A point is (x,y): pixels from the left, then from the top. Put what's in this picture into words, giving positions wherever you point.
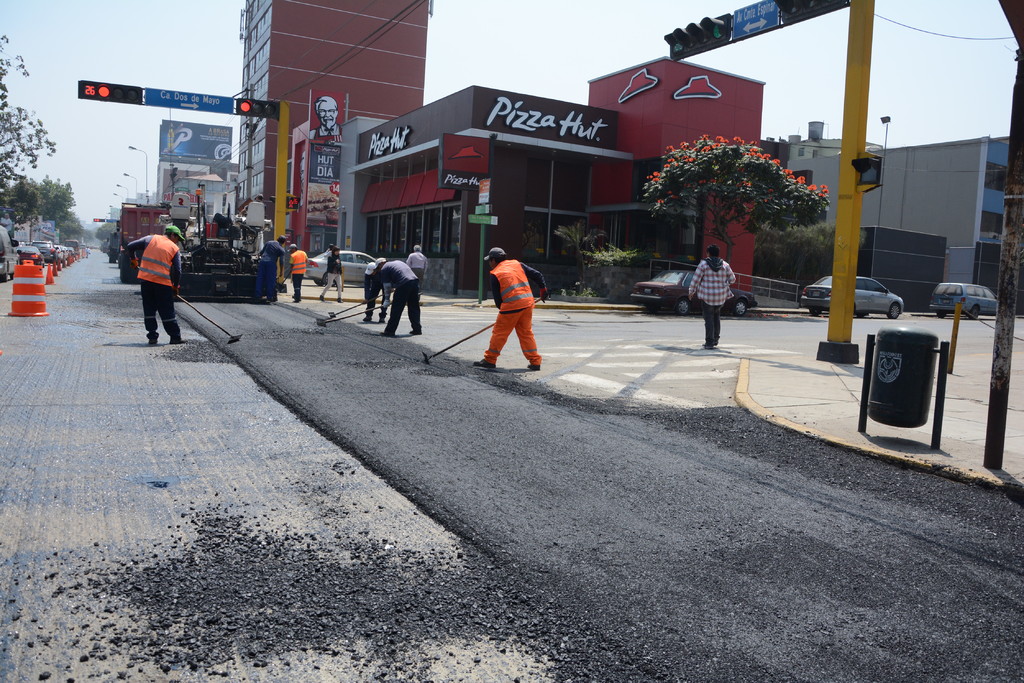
In this image there are a few vehicles (238,257) and a few people (296,282) are standing and holding some objects (322,320) and doing something on the road (430,489). On the left side of the image (47,263) there are a few traffic cones (50,275), vehicles (10,268) and trees (36,204). On the right side (697,201) there are buildings (820,148), trees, pillars (859,146), signals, street lights (144,176) and few vehicles (654,307) are parked. In the background (548,50) there is the sky (555,37).
